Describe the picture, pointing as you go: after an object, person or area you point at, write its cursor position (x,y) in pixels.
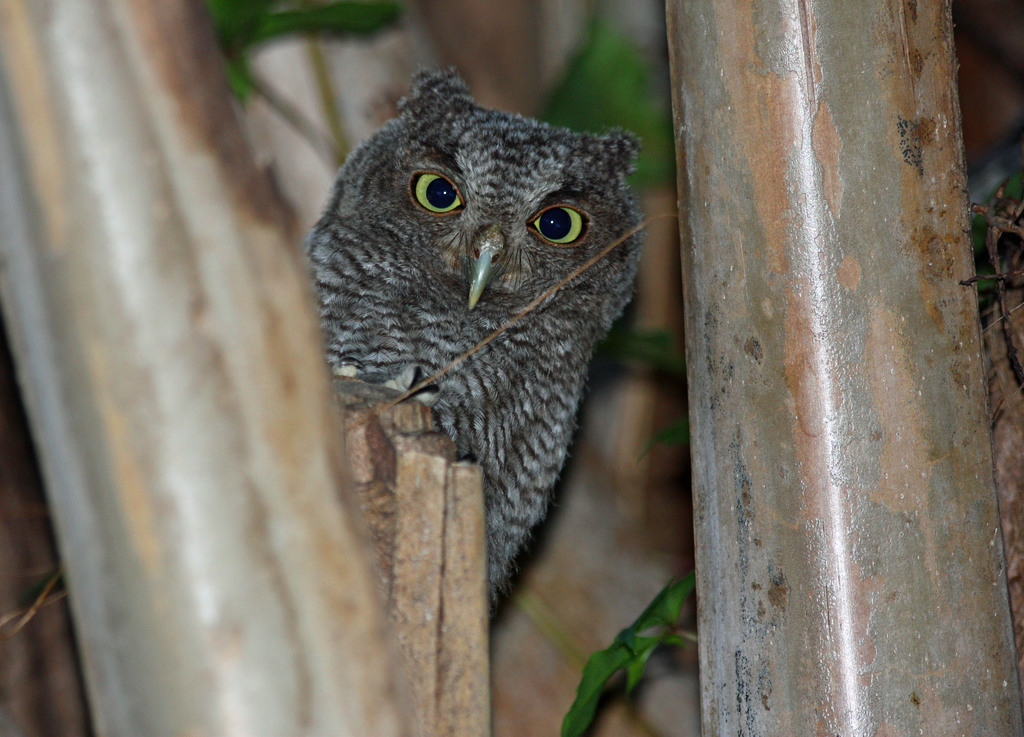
In this image we can see an owl (399,210), leaves (273,28) and also the poles (827,426).
